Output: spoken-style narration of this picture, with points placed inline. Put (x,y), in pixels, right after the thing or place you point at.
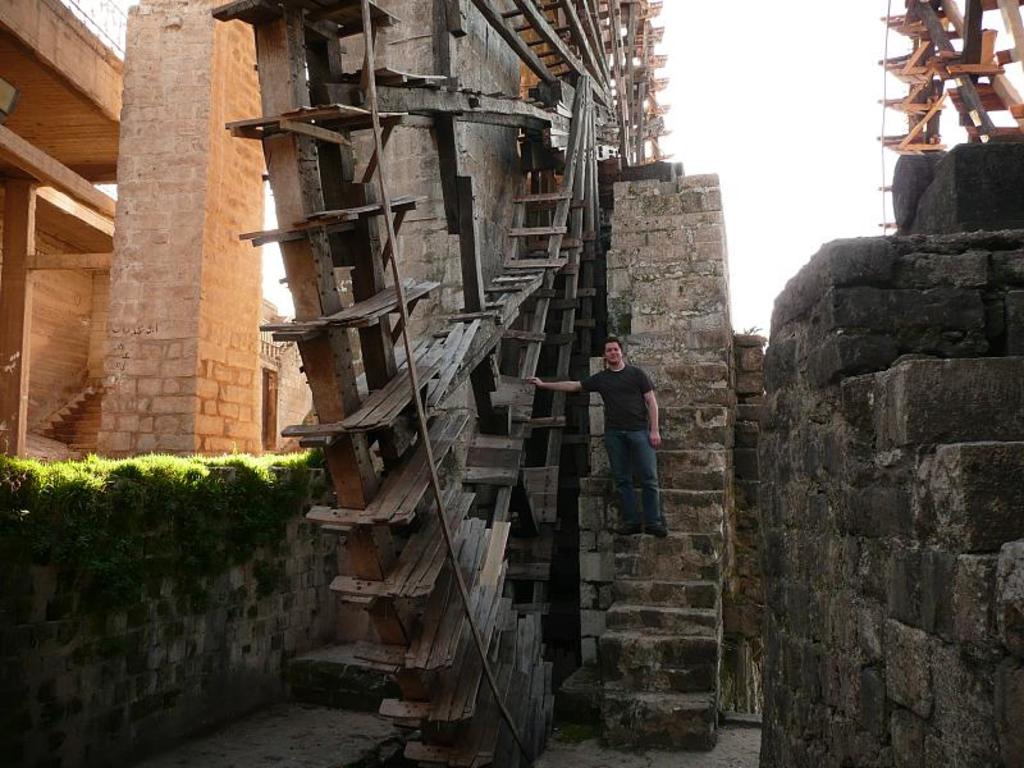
In this image I can see a person (623,427) wearing black t shirt (607,390) and blue jeans (628,472) is standing on stairs (675,545) and I can see a giant wooden wheel (651,45) beside him. In the background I can see a building (259,355), some grass (83,535) on the wall (159,529), a wooden structure (917,147) and the sky (843,106).
